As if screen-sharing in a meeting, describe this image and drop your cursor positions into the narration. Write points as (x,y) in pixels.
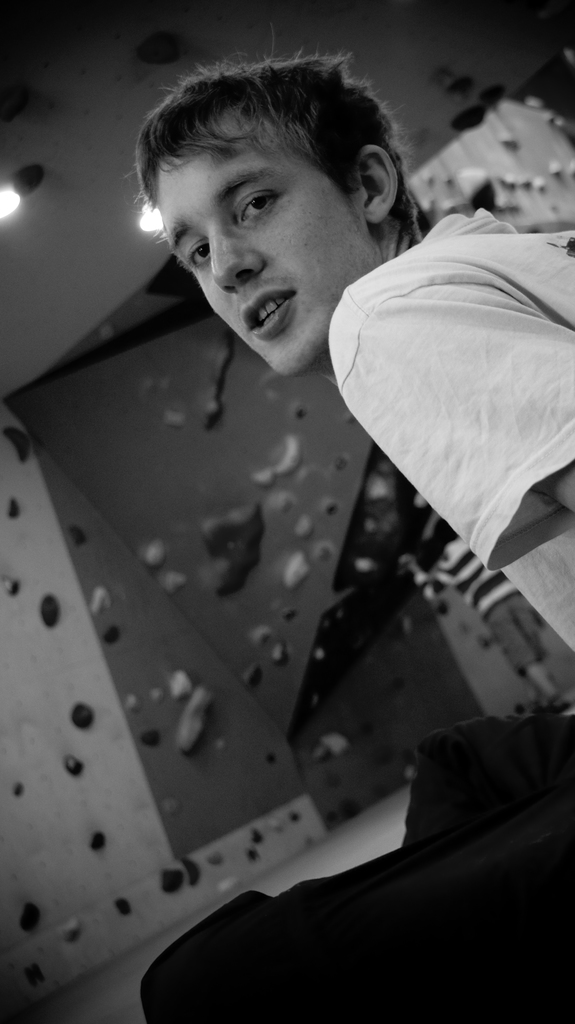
In the picture we can see a man (243,232) sitting, he is with a T-shirt (511,323) and in the behind him we can see a wall (15,632) with something pasted to it and to the ceiling (23,225) we can see some lights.
